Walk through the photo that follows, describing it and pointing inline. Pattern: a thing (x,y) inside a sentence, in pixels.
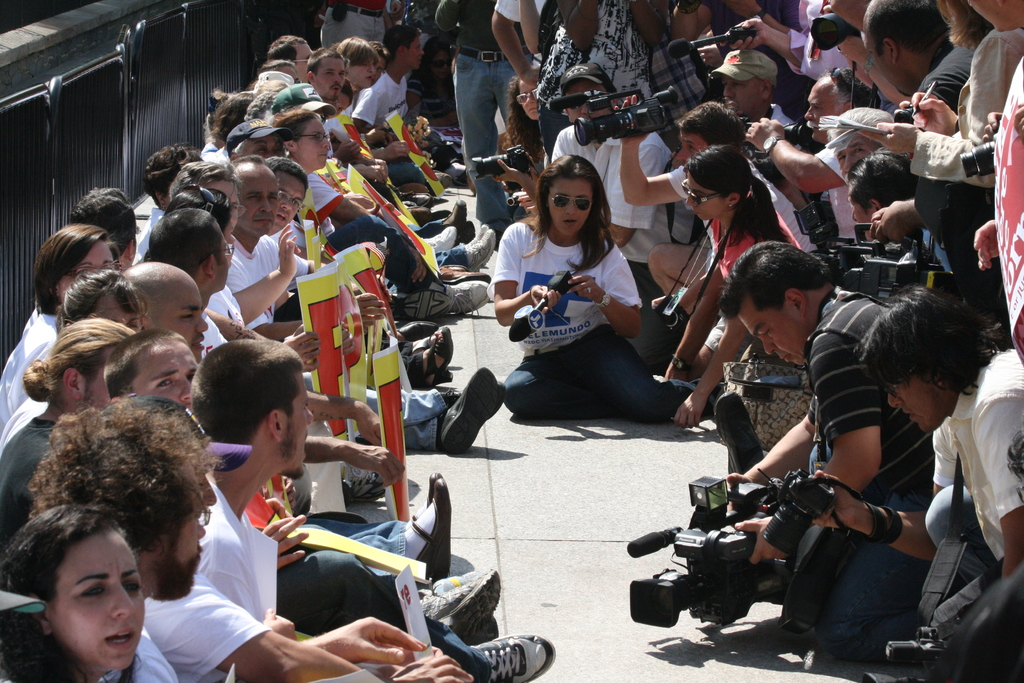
In this image I can see on the left side (41,380) a group of people (135,418) are sitting on the floor (321,478), they are wearing white color t-shirts (232,522). On the right side (981,229) a group of people (968,321) are holding the cameras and looking at the left side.
